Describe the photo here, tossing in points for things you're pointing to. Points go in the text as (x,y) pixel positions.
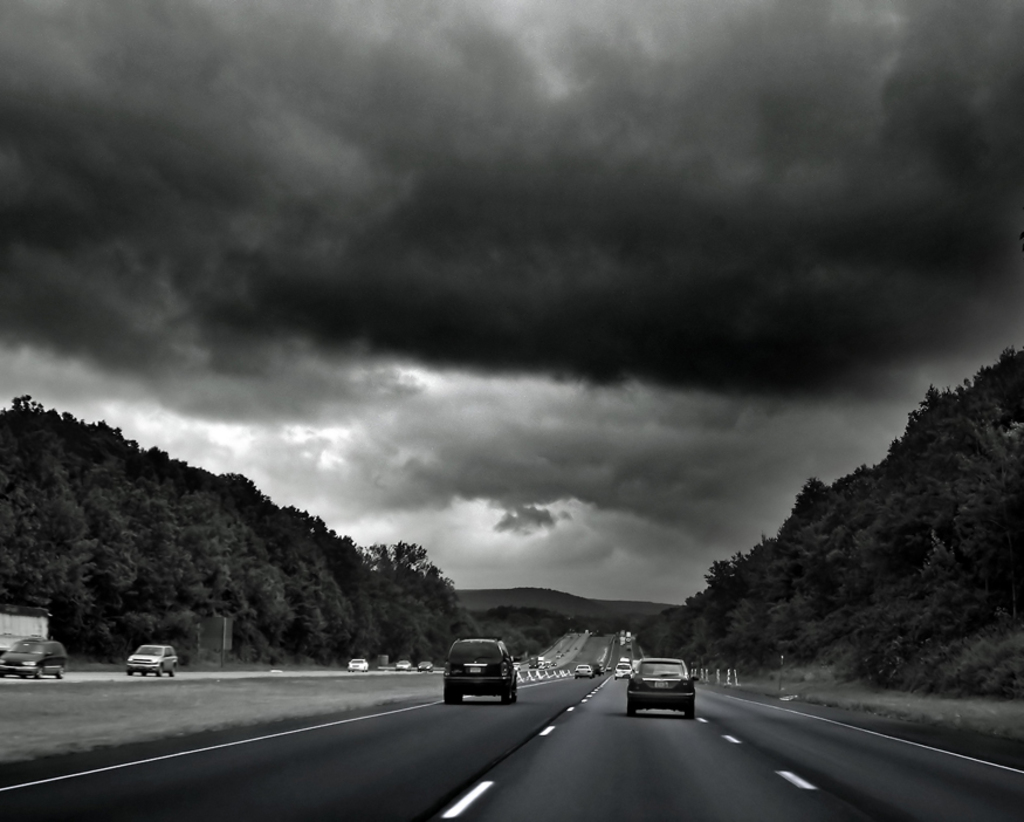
In this black and white image there are few vehicles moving on the road (603,683). On the right (694,628) and left side of the image (175,613) there are trees (717,658). In the background (566,615) there are mountains (571,603) and the sky (577,588).
